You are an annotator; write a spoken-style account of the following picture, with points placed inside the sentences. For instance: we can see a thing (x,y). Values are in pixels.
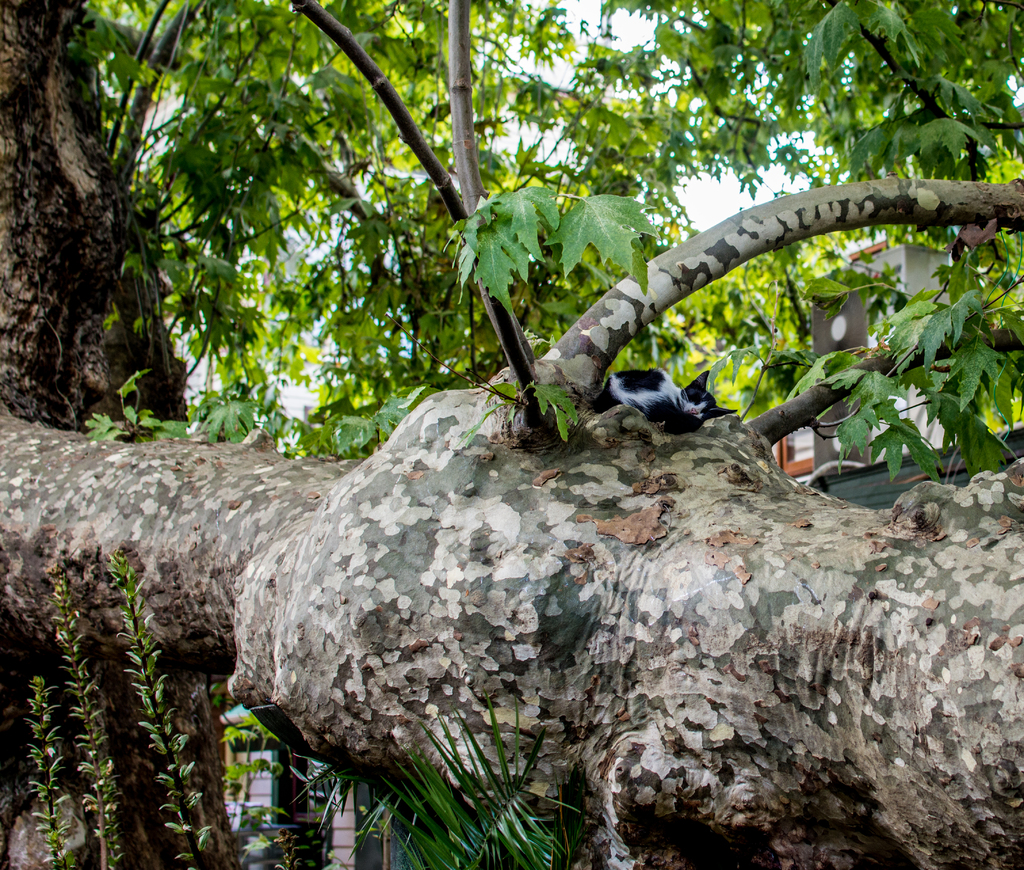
In this image there is a tree (932,630), on that tree (828,782) there is a cat (682,402).
